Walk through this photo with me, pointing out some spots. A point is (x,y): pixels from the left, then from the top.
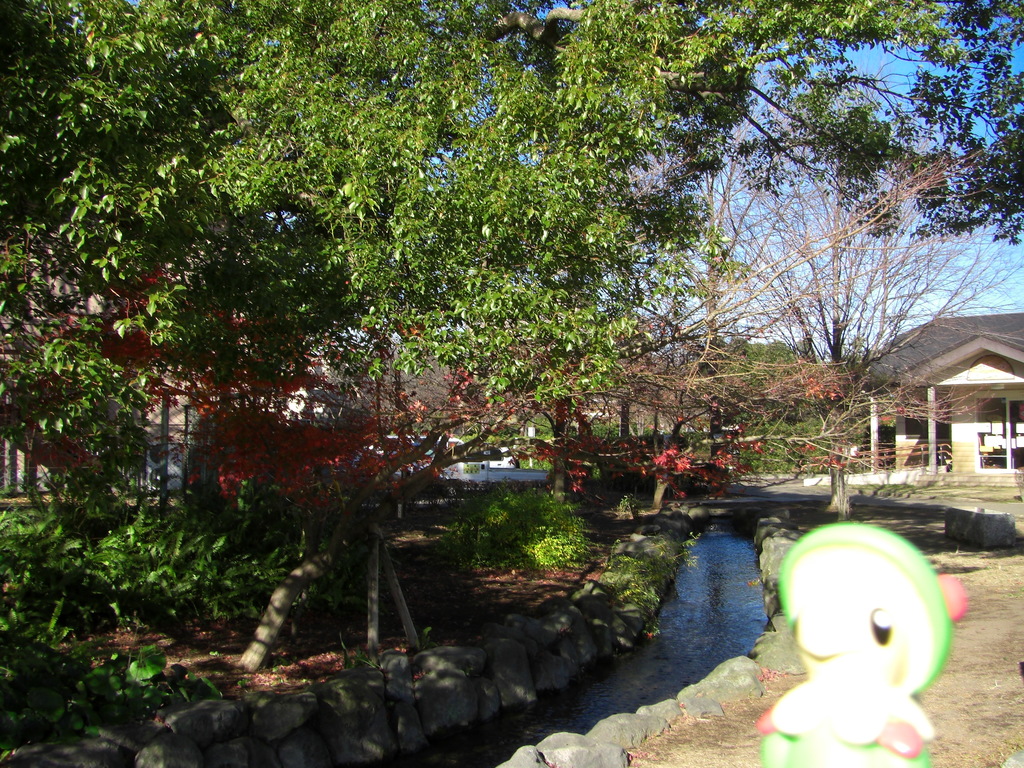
In this image we can see buildings (954,365), trees (641,319), bushes (286,502), shredded leaves (497,581) on the ground (562,573), stones (470,696), canal (719,533) and sky (743,197) with clouds (787,226).
